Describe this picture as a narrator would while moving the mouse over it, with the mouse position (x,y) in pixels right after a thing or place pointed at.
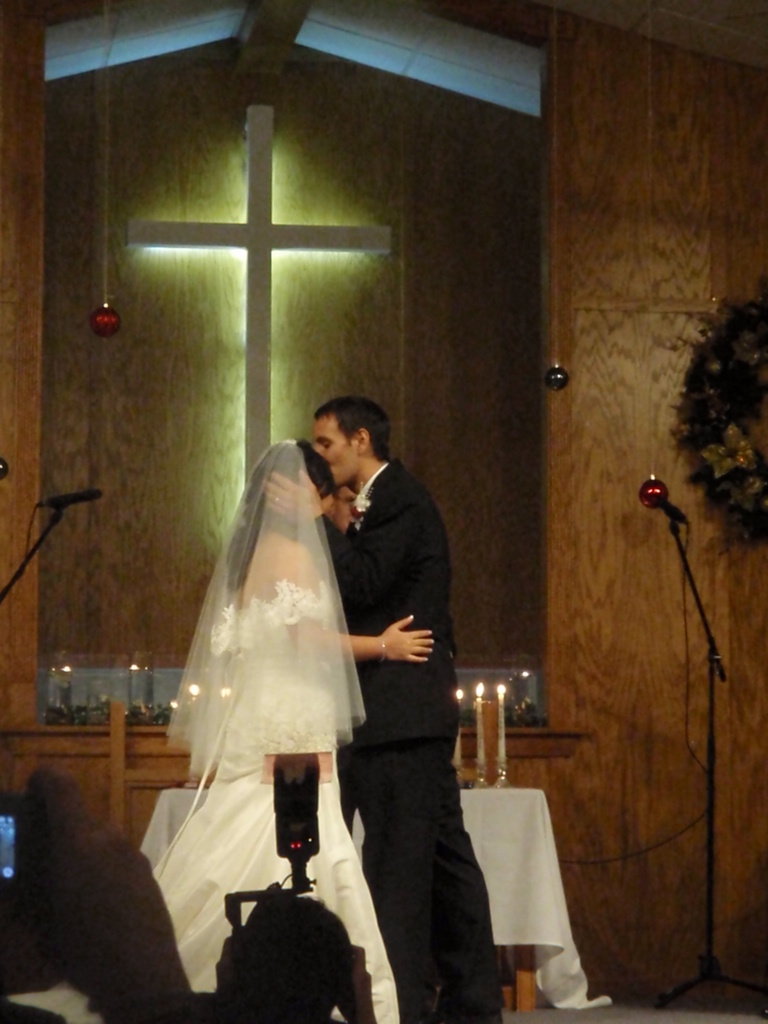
In this image we can see a few people (388,660), among them one person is holding a camera (286,836) and taking the picture, in the background (513,857), we can see a table (530,833) covered with white color cloth (503,801) and some candles (502,750) on it, there is a cross symbol (259,407) on the wall (575,392), also we can see some stands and a wreath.
